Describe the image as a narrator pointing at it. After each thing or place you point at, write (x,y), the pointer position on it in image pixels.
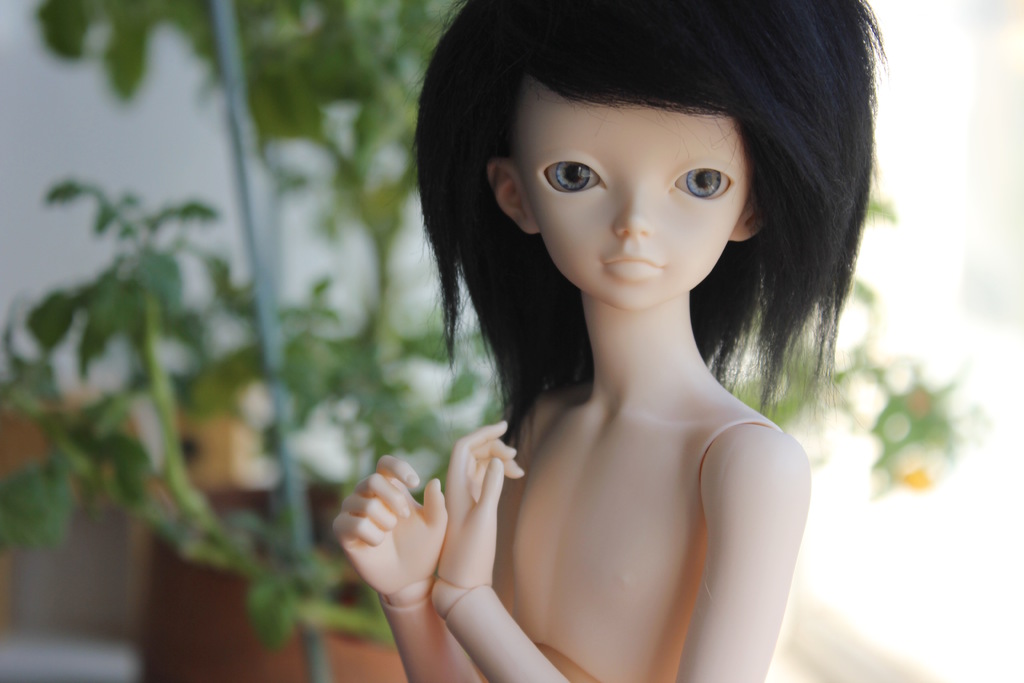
In this image we can see doll (639,237). In the background (218,193) there are plants (349,200) and wall (277,228).
